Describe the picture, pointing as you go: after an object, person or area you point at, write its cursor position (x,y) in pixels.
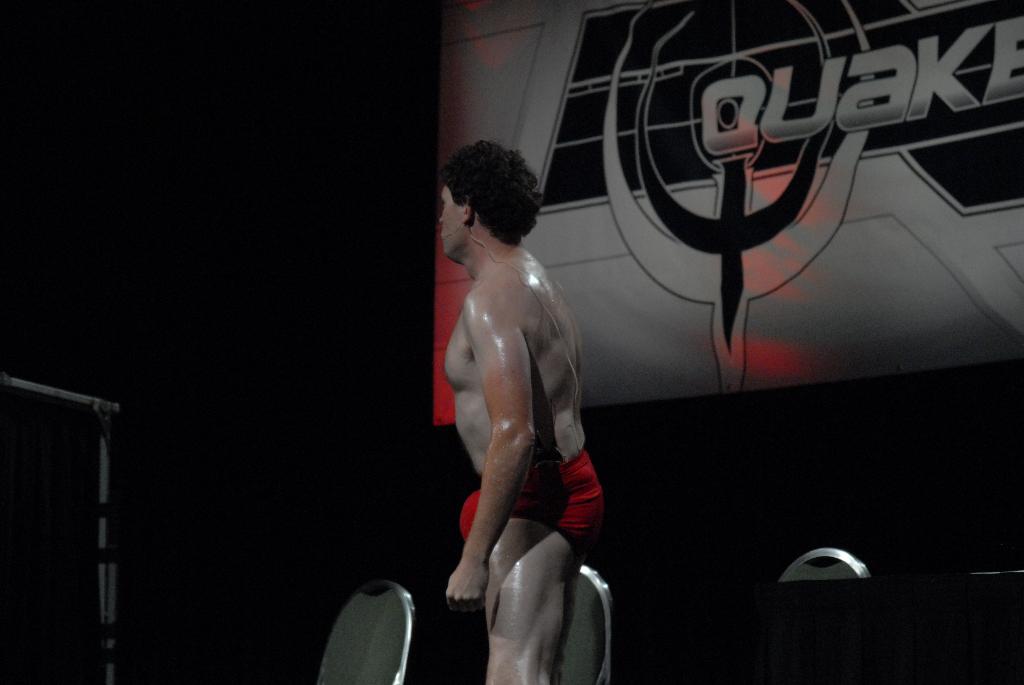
In this image I can see the person (503,502) standing. To the side of the person (526,511) I can see the chairs (389,621) and the board (670,15). And there is a black background (241,239).
